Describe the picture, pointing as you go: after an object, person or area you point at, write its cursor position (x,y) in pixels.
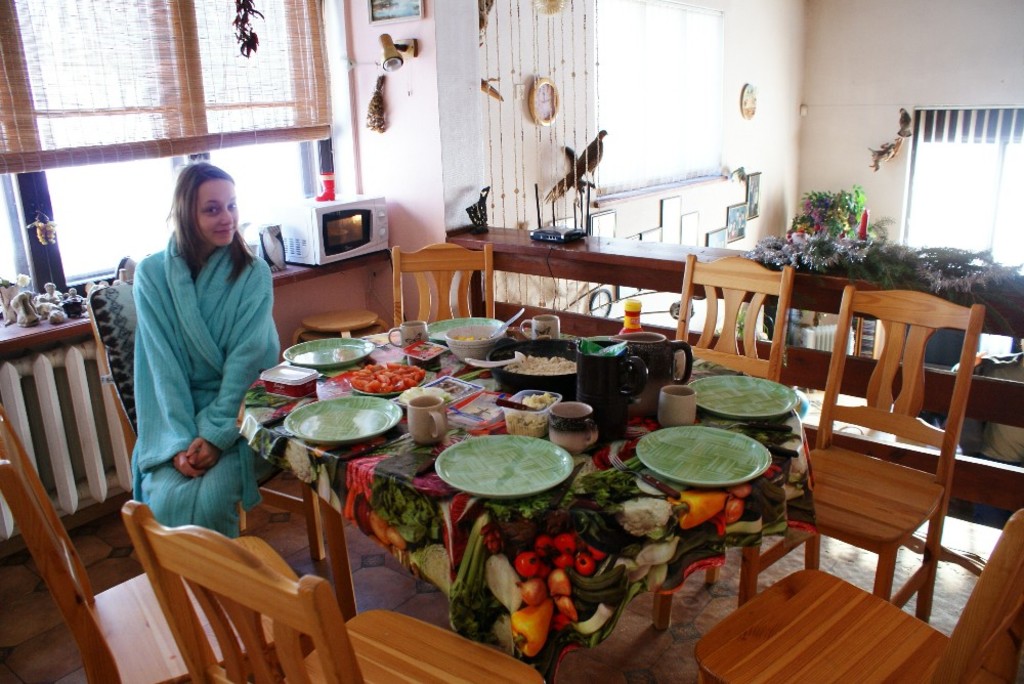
In the above picture i could see the person (228,258) sitting on the chair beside a dining table (384,477) and there are many plates (466,461), cups (431,427), bowls (540,425) with the food (533,403) inside and spoons (494,366) and near by bowls (546,355) there are mugs (612,374) and near by those mugs (602,364) there is a ketch up bottle (628,311) on the table (288,466). There are many chairs (288,584) surrounding the table (476,506) they are brown in color. In the background (331,217) i could see a micro oven (341,222) which is on and at the back of the micro-oven (354,224) there is a big window (6,234) in the left corner of the picture (129,15) and the window (53,58) is having blinds (192,109), and there is a big wall (739,67) with window (977,142) and with some picture frames (746,208) hanging over.
